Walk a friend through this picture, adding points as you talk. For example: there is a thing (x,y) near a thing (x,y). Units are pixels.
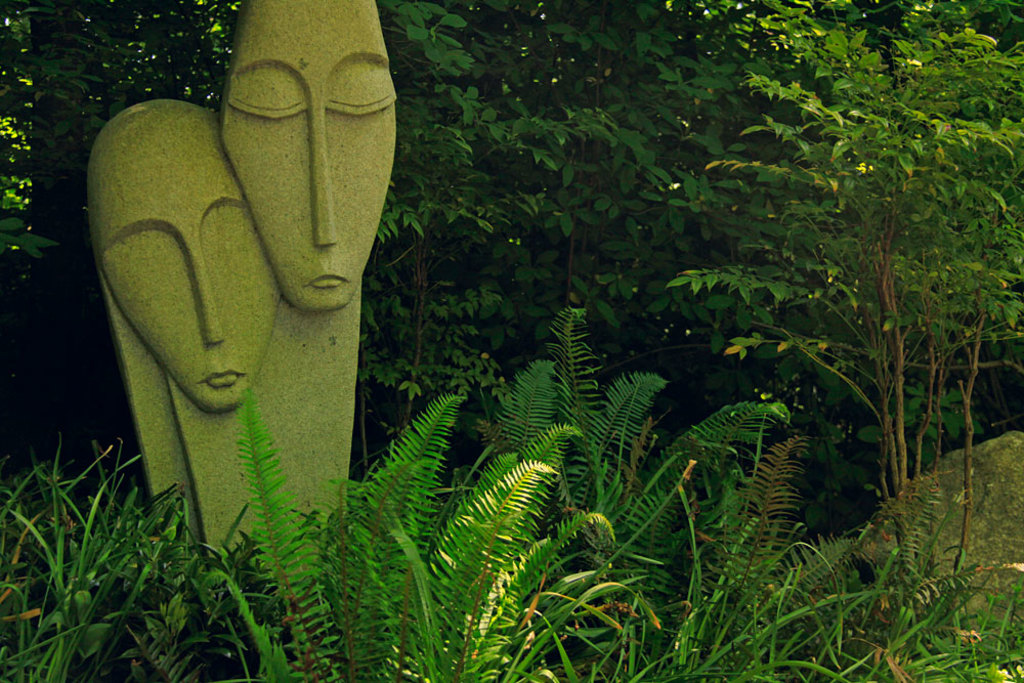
In this image I can see two statues (207,266) in green color, background (409,205) I can see plants (640,259) and trees (930,223) in green color.
